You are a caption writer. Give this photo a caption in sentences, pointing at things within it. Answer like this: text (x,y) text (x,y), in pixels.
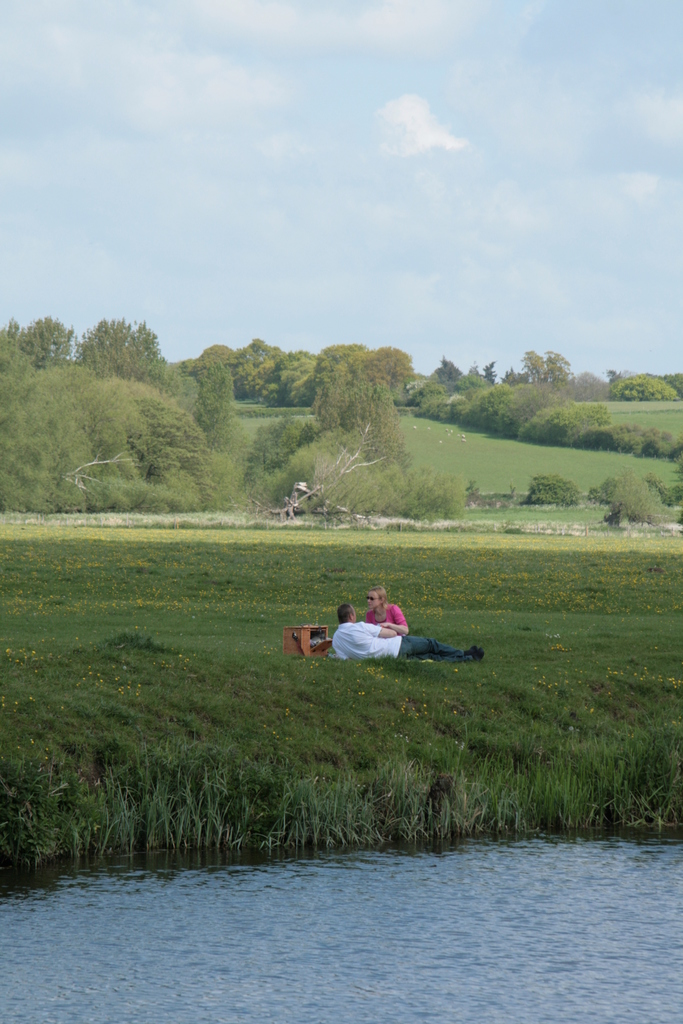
At the bottom (402,913) I can see water (348,920), grass (394,724) and two persons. In the background (314,446) I can see trees (469,419). At the top (314,169) I can see the sky (314,188). This image is taken during a day may be near the lake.
